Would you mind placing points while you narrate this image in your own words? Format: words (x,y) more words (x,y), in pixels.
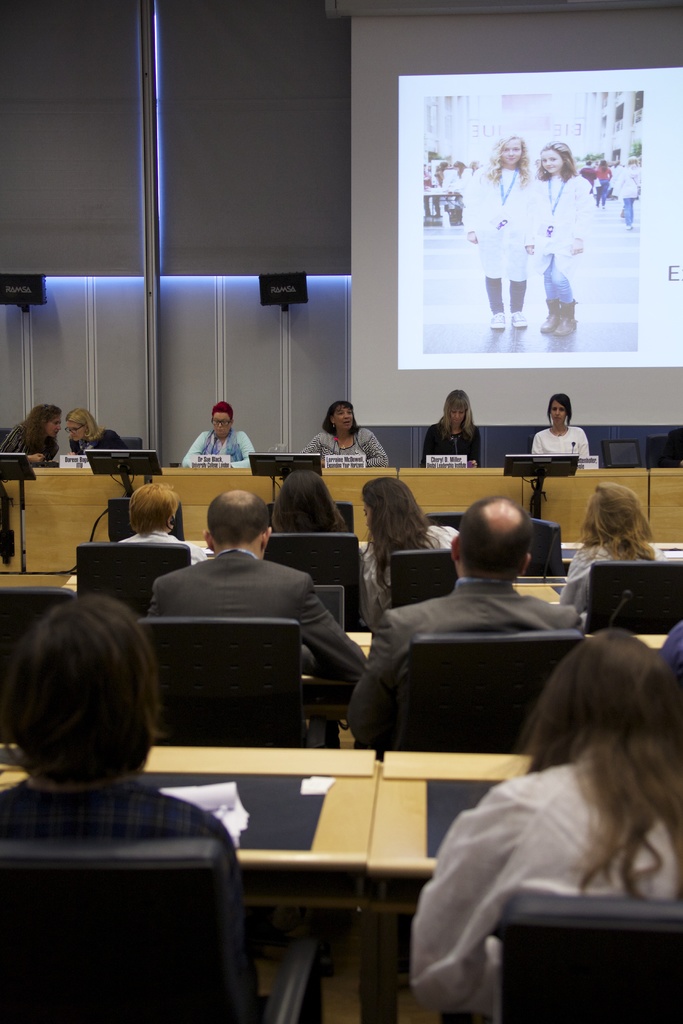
There is a group of people (344,649). They are sitting on a chair (318,556). We can see the background is projector (357,378).
